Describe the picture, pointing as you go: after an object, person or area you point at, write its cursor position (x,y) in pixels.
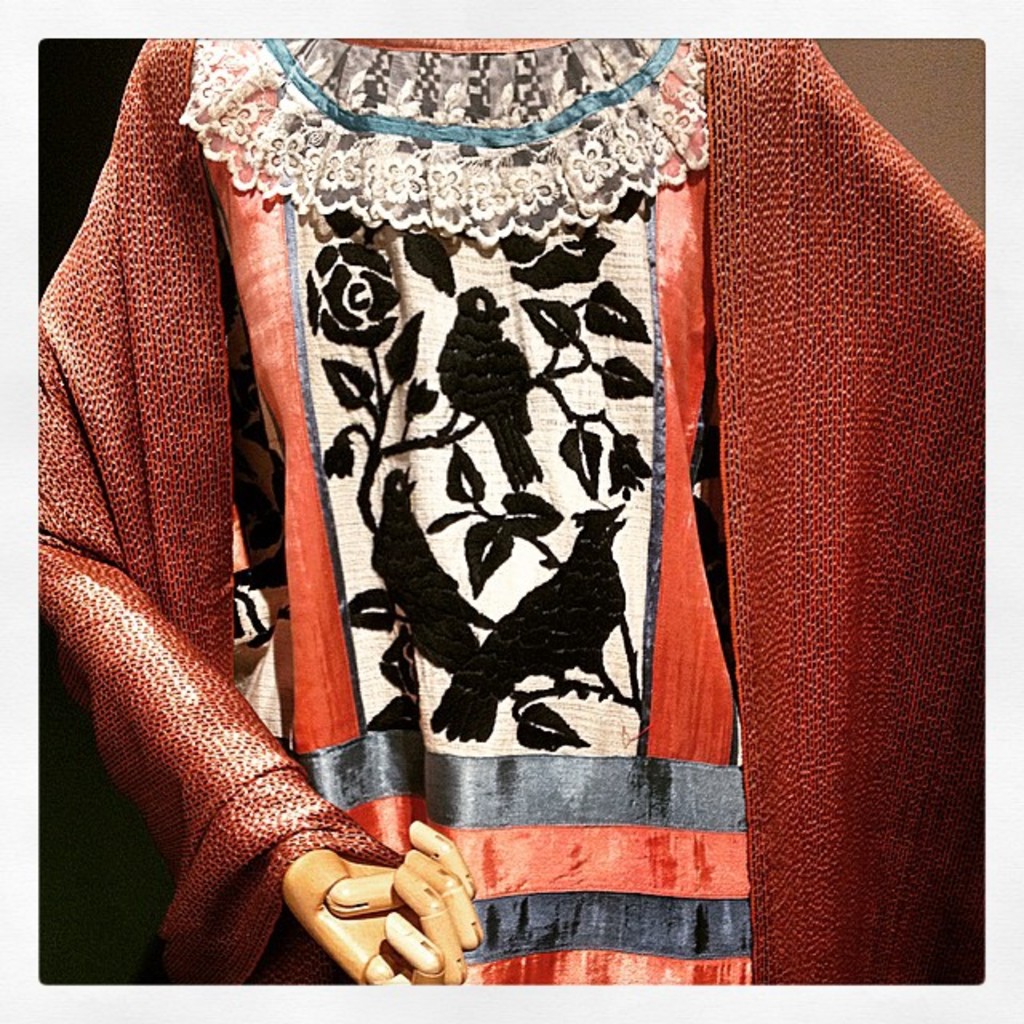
In this image we can see some clothes (784,819) on the mannequin (166,615).
